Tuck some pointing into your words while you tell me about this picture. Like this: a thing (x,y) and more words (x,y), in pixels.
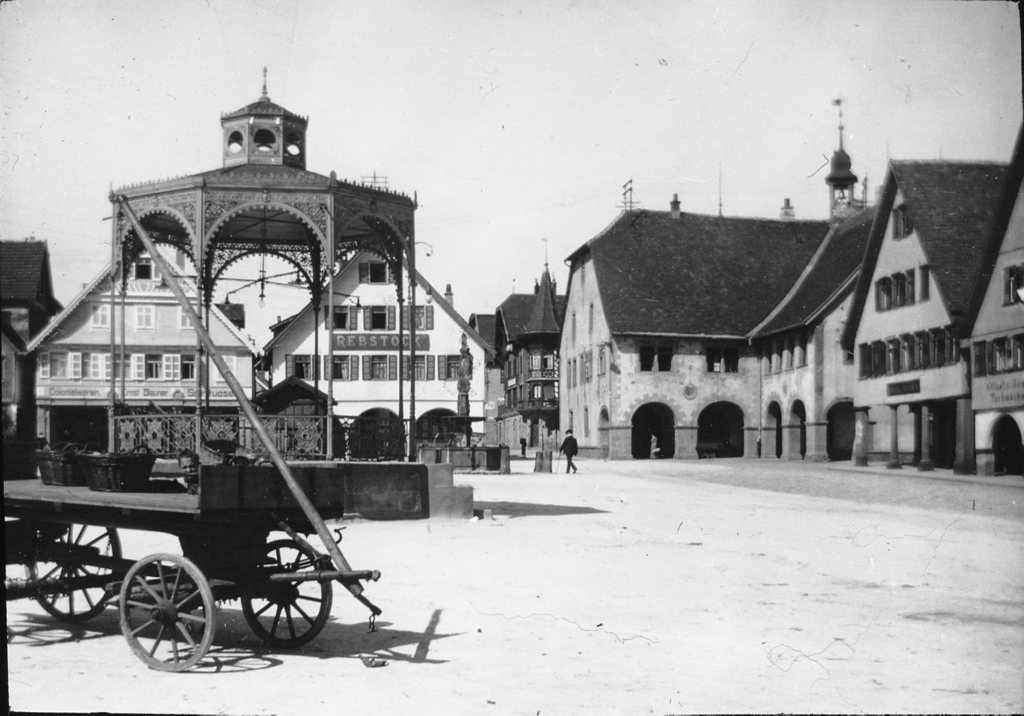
In this image, we can see the road (811,559), on the left side (25,591), we can see a vehicle (224,550), there are some buildings (533,319) and we can see a person (574,451) walking, at the top (509,50) there is a sky (509,50).
